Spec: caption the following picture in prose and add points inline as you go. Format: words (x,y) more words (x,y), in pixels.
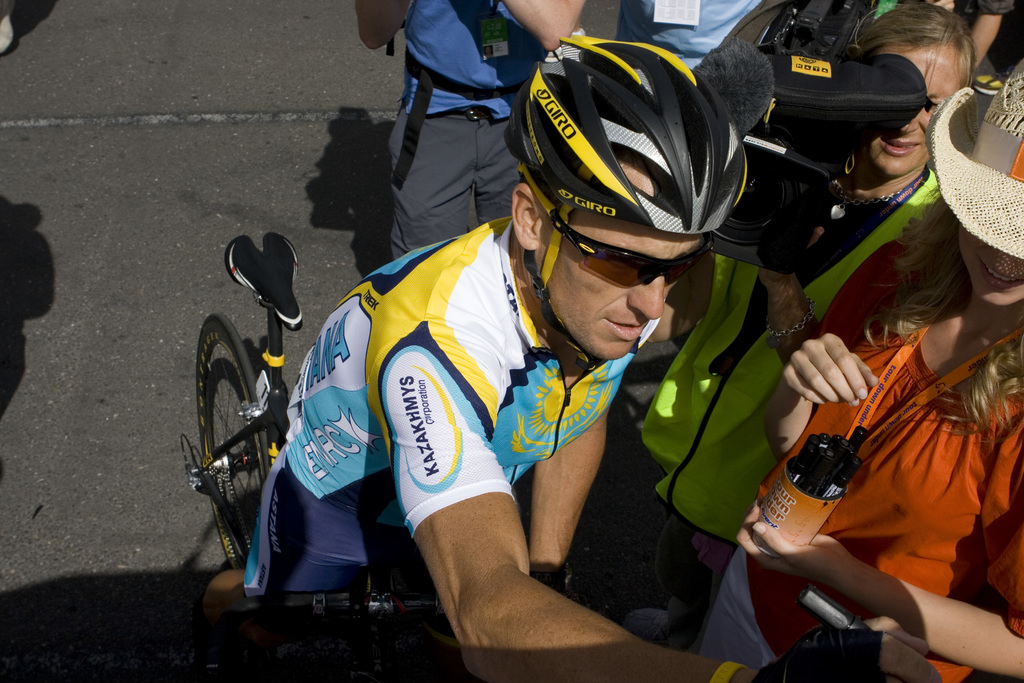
In the image there is a man (548,276) in sports dress (409,336) on a bicycle (238,279) in the front (504,308) and on the right side (982,397) there are few people (882,315) taking pictures of him in the camera (810,165).
